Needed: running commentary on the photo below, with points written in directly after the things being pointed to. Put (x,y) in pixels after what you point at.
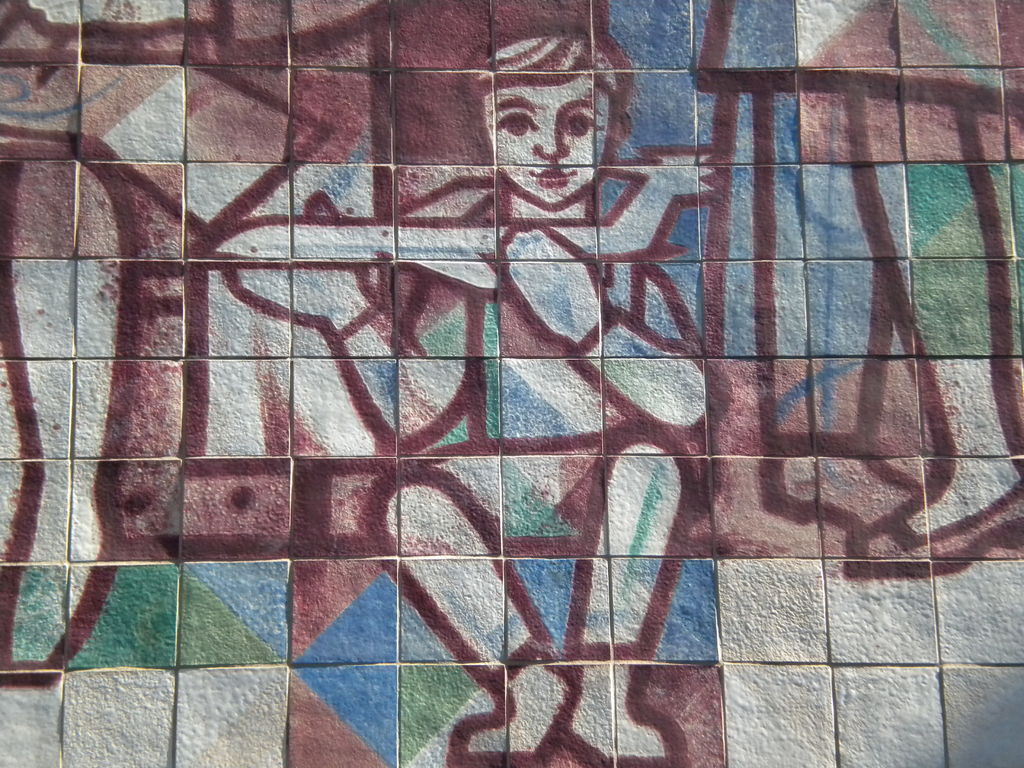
In this image we can see the wall (578,460) with some painting (618,275).
